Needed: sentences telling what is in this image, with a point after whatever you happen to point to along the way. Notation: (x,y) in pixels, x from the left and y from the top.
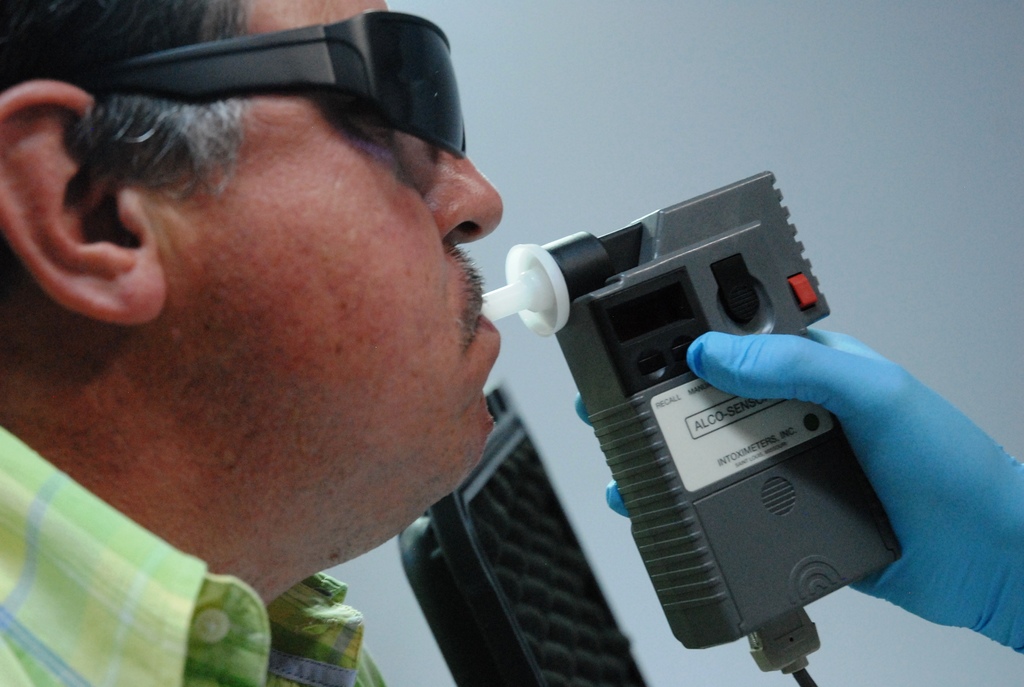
In this image, we can see a person (116,512) is wearing goggles (381,77). On the right side (925,543), we can see a human hand (900,442) with blower machine (632,339). At the bottom (766,643), we can see a wire (802,679). Here we can see some black color object (508,585). Background (594,112) there is a white wall (726,142).
